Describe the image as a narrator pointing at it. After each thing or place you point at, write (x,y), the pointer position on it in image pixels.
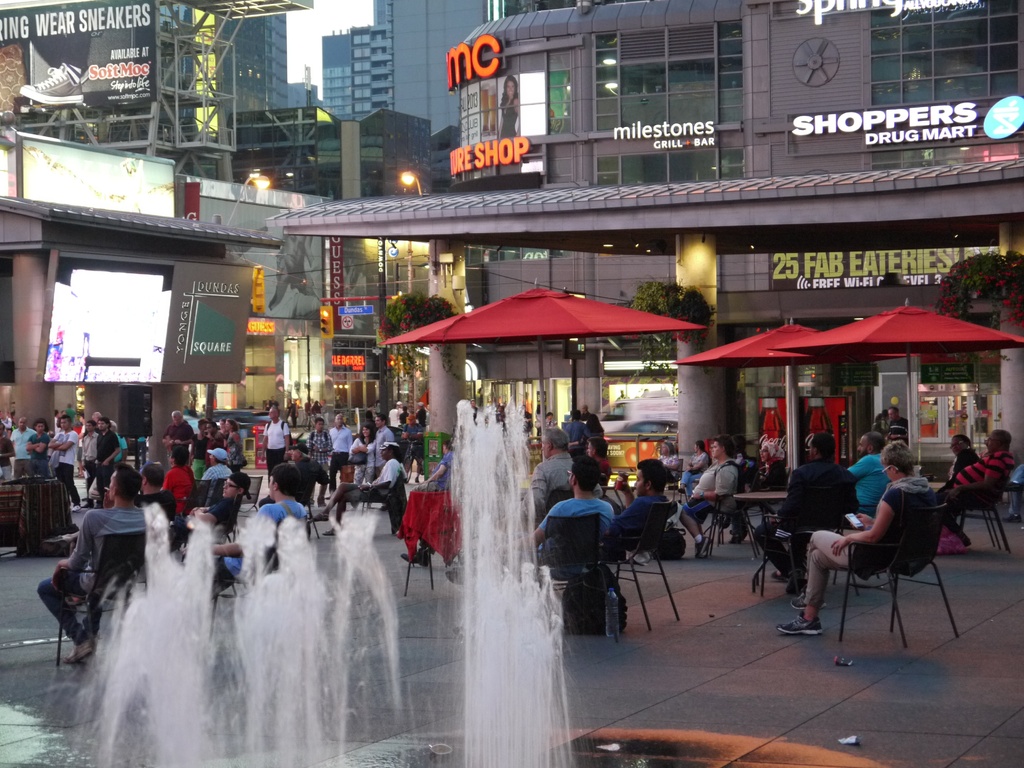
In this image we can see a fountain (482,717). There are many people (544,463) sitting on chairs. Some people (208,433) are standing. Also there are umbrellas (522,322) with poles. In the back (708,231) there are buildings (270,106). Also there are names (816,288) on the building (732,174). And there are plants (988,290) hung on the wall (458,300). Also we can see a screen (140,311).
